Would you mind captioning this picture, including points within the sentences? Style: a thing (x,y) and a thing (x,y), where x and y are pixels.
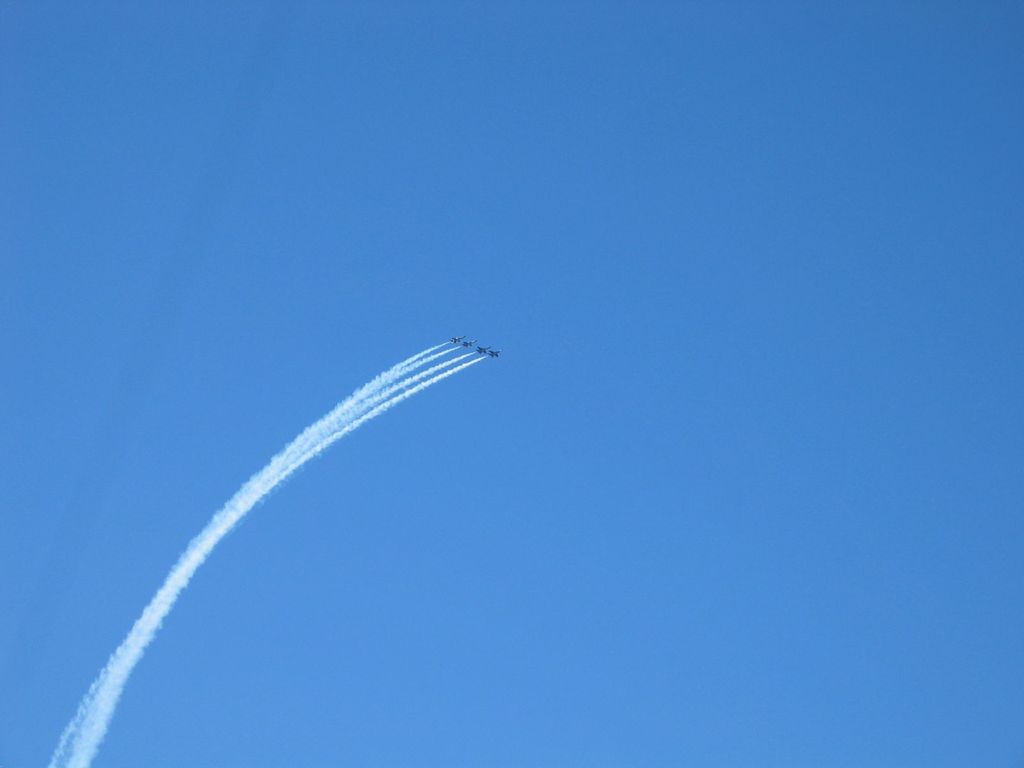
In this image we can see jet (468,347) are moving in the air (537,376). The sky (537,359) is in blue color.
